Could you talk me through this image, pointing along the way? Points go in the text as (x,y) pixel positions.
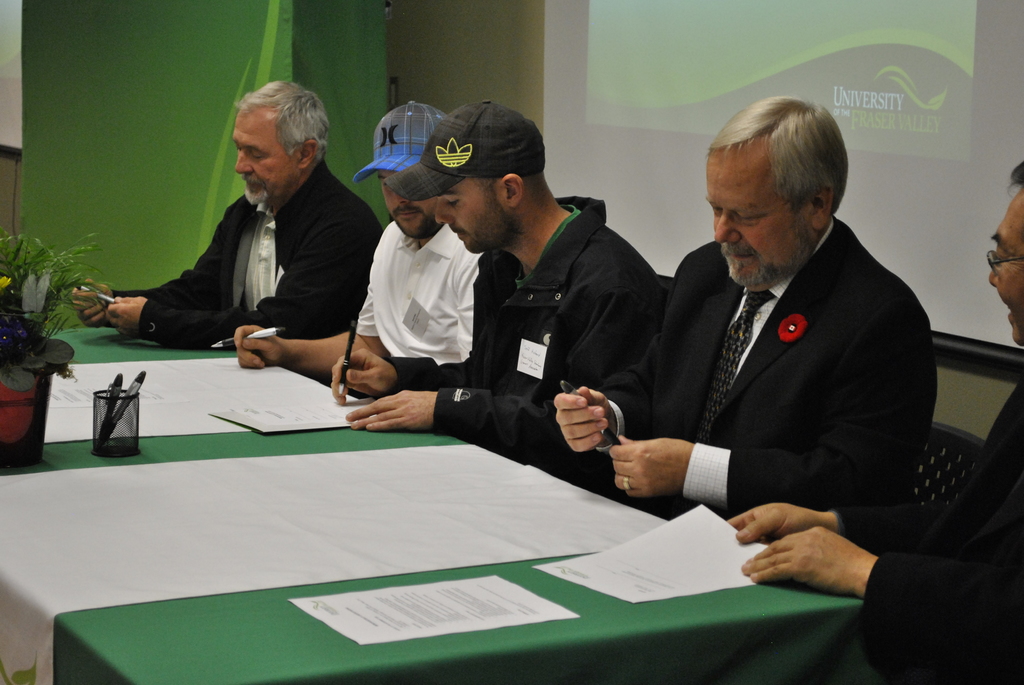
This picture seems to be clicked inside the hall (363,377). On the right (916,566) we can see the group of persons (696,408) holding some objects (267,332) and sitting on the chairs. On the left (240,437) we can see a table (227,439) on the top of which potted plant (36,405), pen stand (121,452) and some papers (233,424) are placed. In the background (714,74) we can see the text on the projector screen (667,102) and we can see the wall (476,75) and some other objects (205,60).
